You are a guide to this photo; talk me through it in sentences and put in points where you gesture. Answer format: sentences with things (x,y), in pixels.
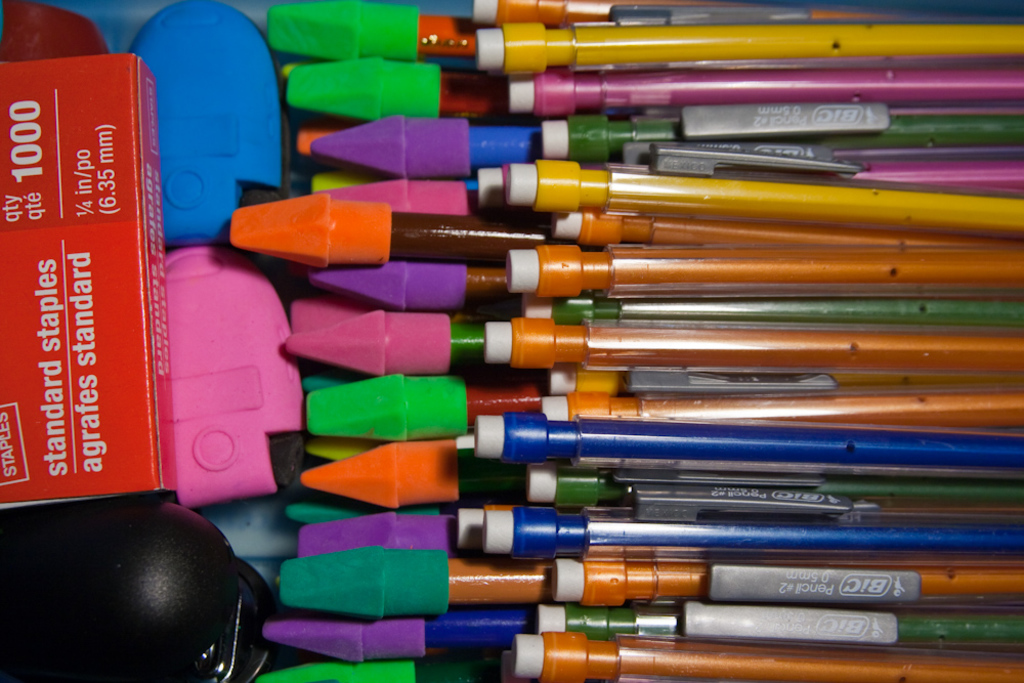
In the picture we can see many pens (668,593) and caps (387,147) to it which are in different colors and on the top of it, we can see a red colored box (18,187) written something on it with a name standard staples (47,399).
